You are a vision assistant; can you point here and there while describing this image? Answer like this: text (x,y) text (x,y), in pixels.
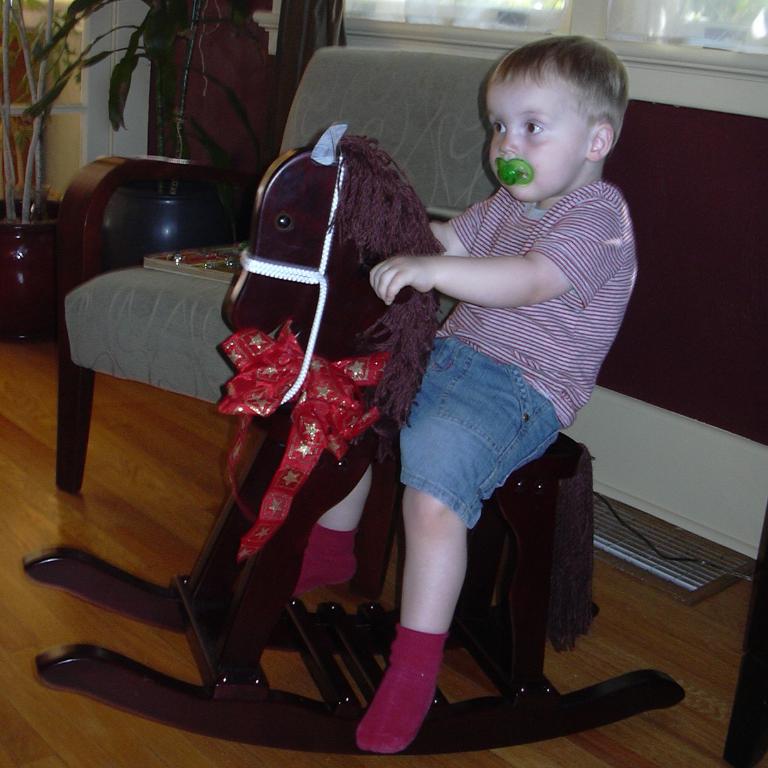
In this image we can see a boy (493,449) is sitting on a horse toy (230,729) and kept something in his mouth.
